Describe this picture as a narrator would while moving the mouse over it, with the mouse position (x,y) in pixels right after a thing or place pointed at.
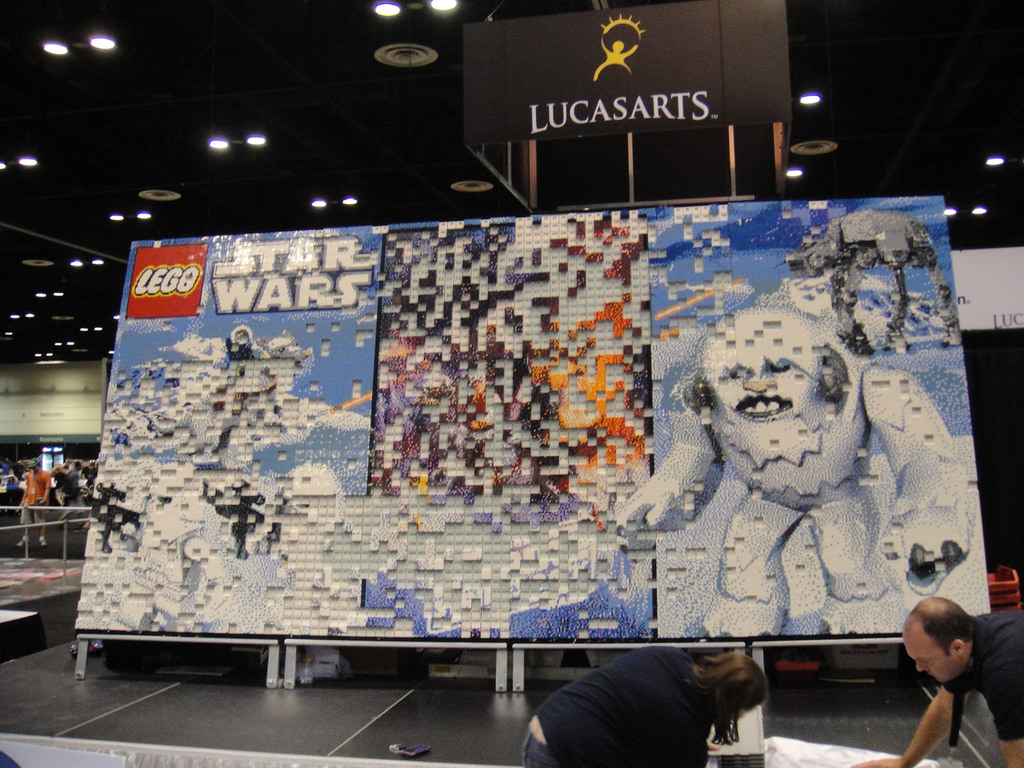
In this image we can see a board (415,271) with some Lego blocks (482,261) and text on it which is placed on the surface (509,696). On the bottom of the image (593,707) we can see a man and a woman (565,741) standing. On the backside (67,460) we can see a group of people (91,481), some metal poles (36,526), a wall (60,419) and a roof (75,254) with some ceiling lights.
